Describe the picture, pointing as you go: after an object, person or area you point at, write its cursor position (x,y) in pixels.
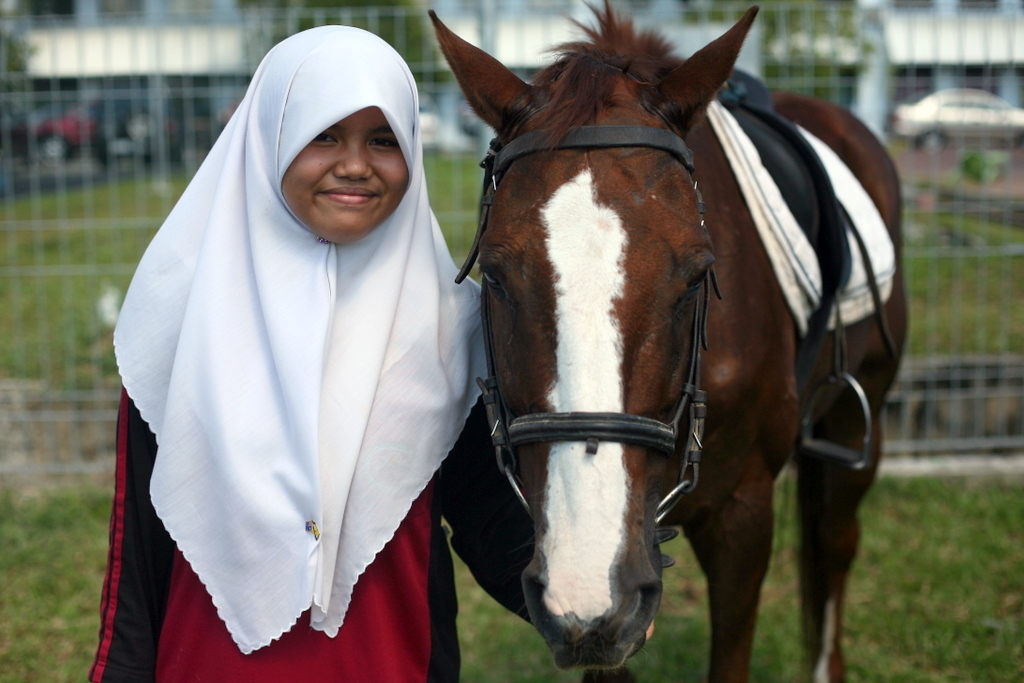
In this image, In the left side (202,682) there is a girl (353,453) she is holding horse (640,494) which is in brown color, In the background (923,339) there is a fence (991,210) which is in white color, There is a car (961,118) which is in white color and there are some trees (419,37) which are green color.
